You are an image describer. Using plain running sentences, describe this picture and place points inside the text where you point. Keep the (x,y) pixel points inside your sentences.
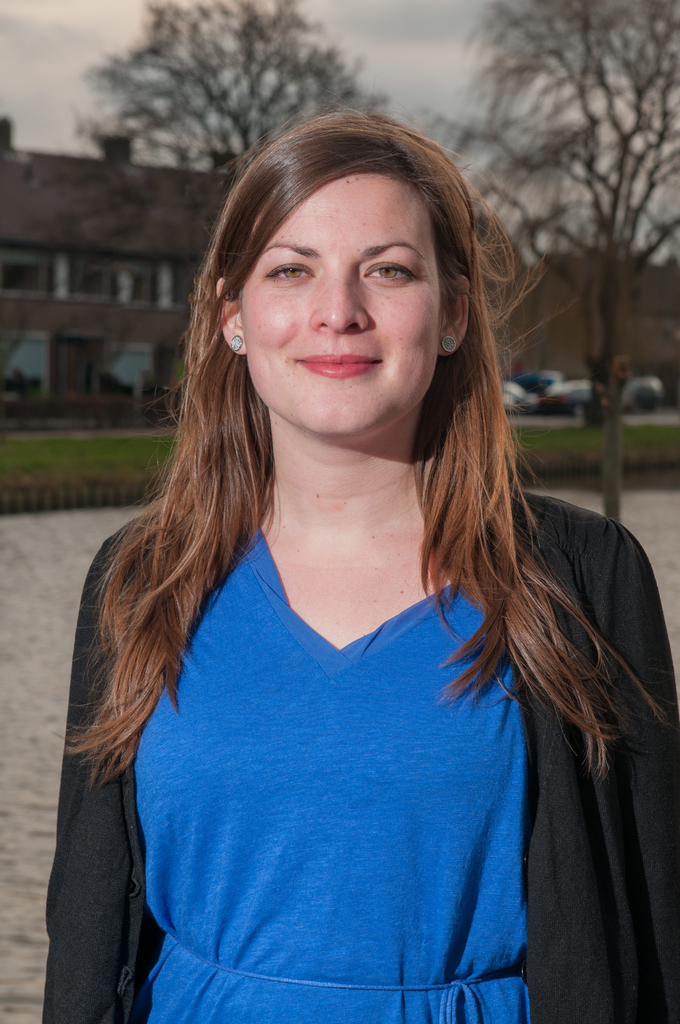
In front of the picture, we see the woman (364,729) in the blue and black dress (296,764) is stunning. She is smiling and she might be posing for the photo. Behind her, we see a tree (637,66) and grass (76,444). We see the vehicles (559,406) are parked on the road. In the background (8,250), we see the buildings (42,256) and trees (157,60). At the top (444,104), we see the sky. At the bottom (31,944), we see the pavement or it might be the water (52,691).
